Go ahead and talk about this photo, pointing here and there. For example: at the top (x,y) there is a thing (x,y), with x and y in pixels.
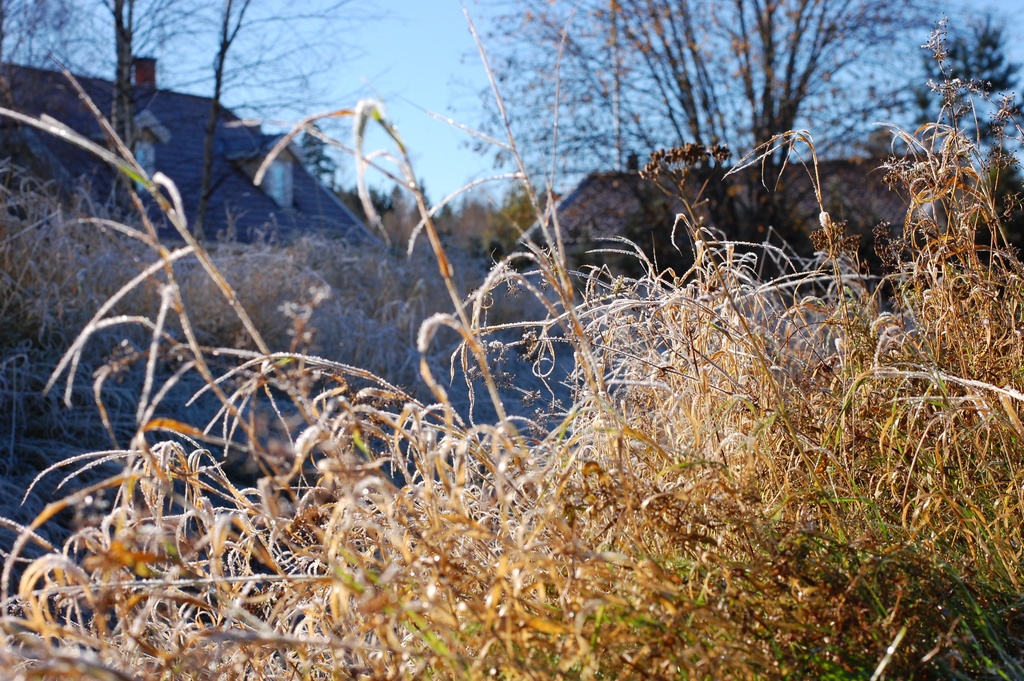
In this picture we can see grass (543,351), few houses (195,146) and trees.
